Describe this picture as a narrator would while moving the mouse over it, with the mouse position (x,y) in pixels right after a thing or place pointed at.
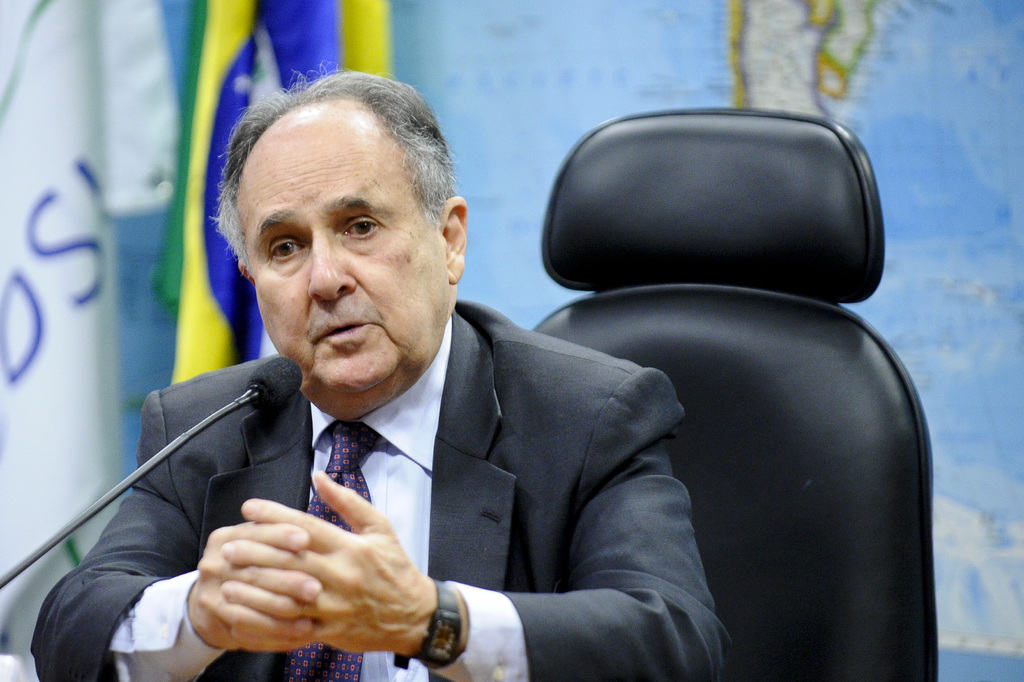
In the center of the image (367,370), we can see a person (419,497) wearing a coat (460,518) and a tie (348,454) and sitting on the chair (864,437) and there is a mic (90,512). In the background (152,40), we can see a flag (221,39) and a board (827,61).
